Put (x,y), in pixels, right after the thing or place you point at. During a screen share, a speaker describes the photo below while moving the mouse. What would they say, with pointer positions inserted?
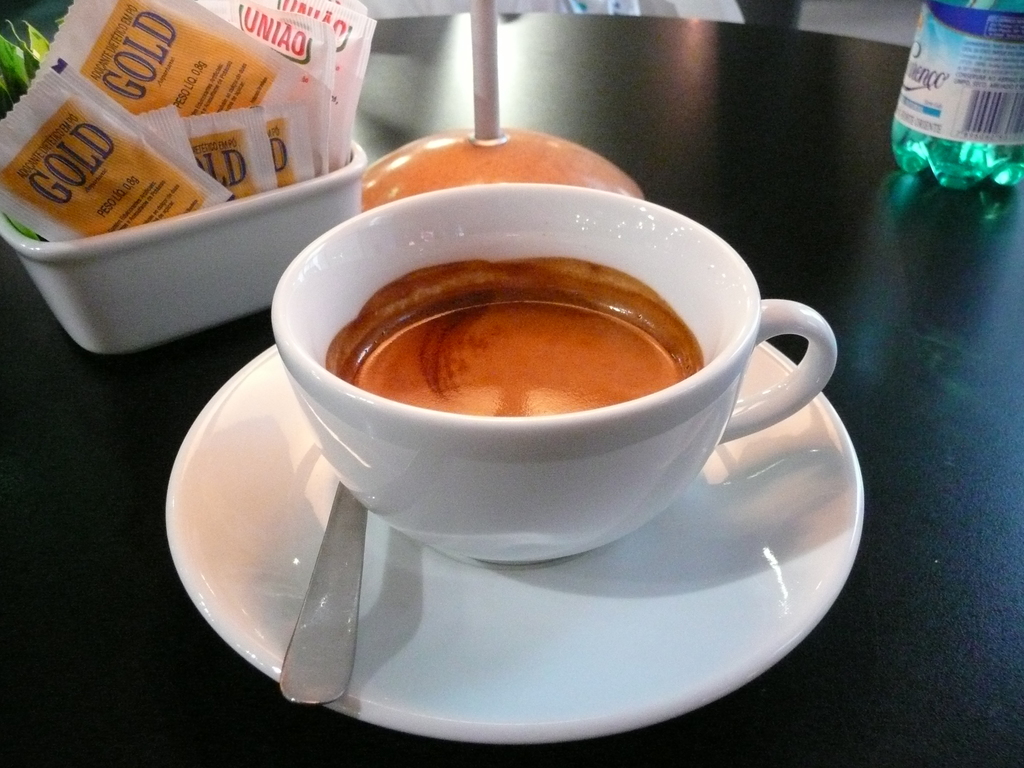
there a cup (499,434), saucer (502,615), spoon (307,603) on the table (813,273) and water bottle (947,98), bowl of sachets (142,126).
